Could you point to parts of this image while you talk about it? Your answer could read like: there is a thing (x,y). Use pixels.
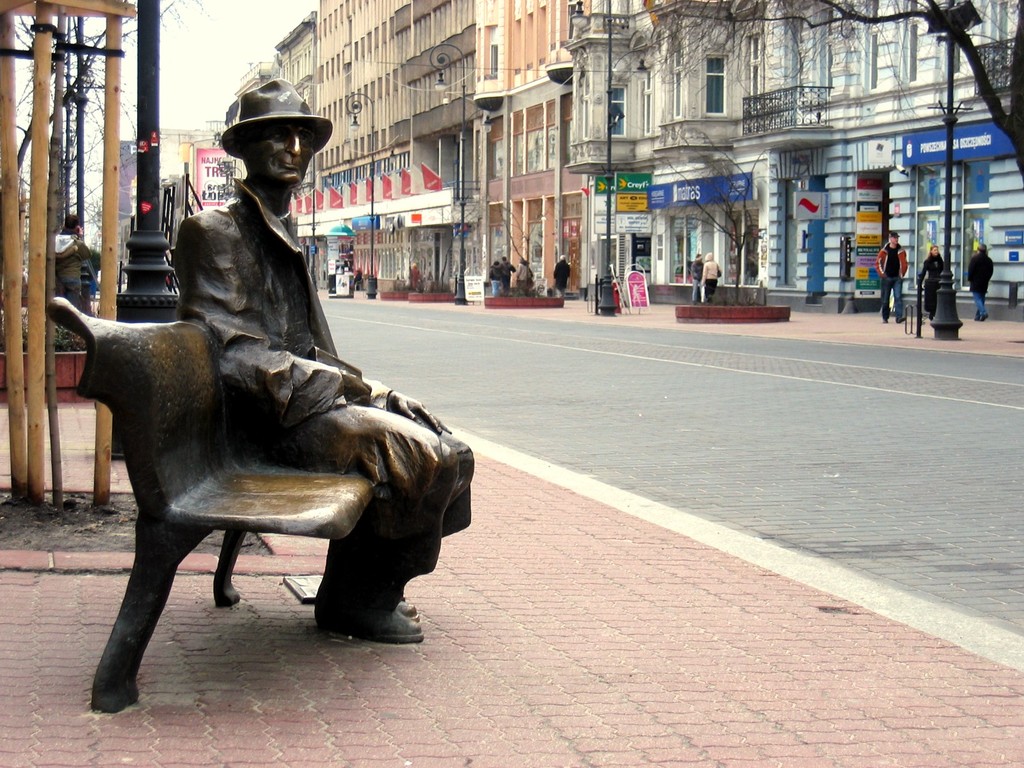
In this image there is a depiction of a person (269,383) sitting on the bench (180,404), behind that there are few poles (110,251) and trees (50,147). On the other side of the image there is a road (880,399) and there are few people (884,308) walking on the path (899,327), there are few objects (344,284) and poles (608,204) on the path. In the background (605,126) there are trees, buildings (544,100) and the sky (196,30).
